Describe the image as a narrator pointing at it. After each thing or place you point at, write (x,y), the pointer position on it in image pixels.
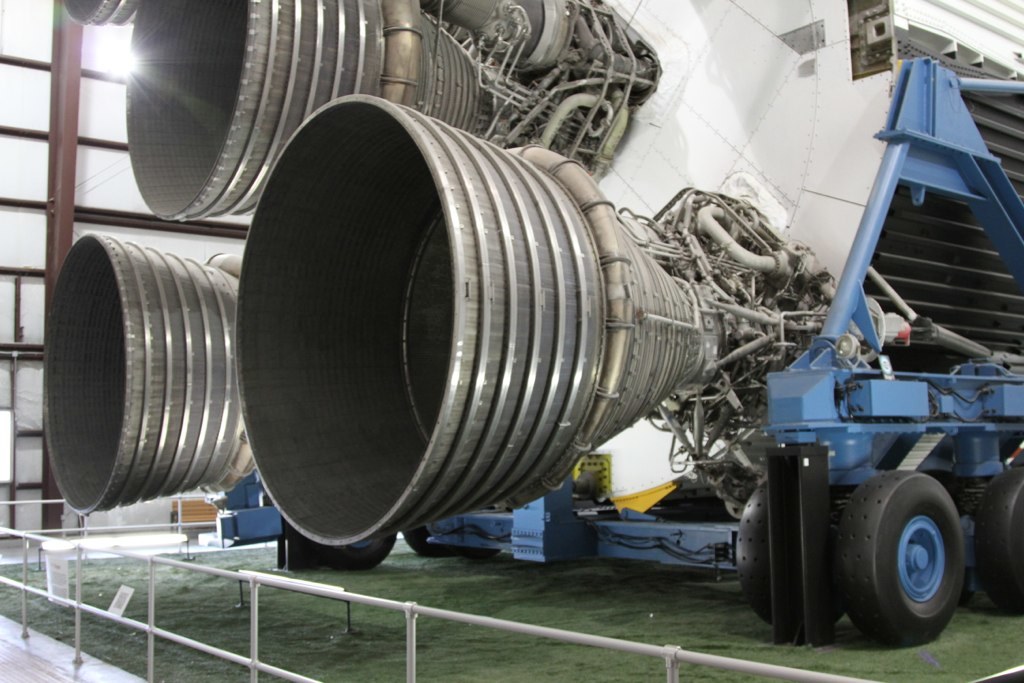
In this picture we can see a machine (405,376) attached to the vehicle (880,521). These are the tires (875,570). And this is the fence (414,638).
